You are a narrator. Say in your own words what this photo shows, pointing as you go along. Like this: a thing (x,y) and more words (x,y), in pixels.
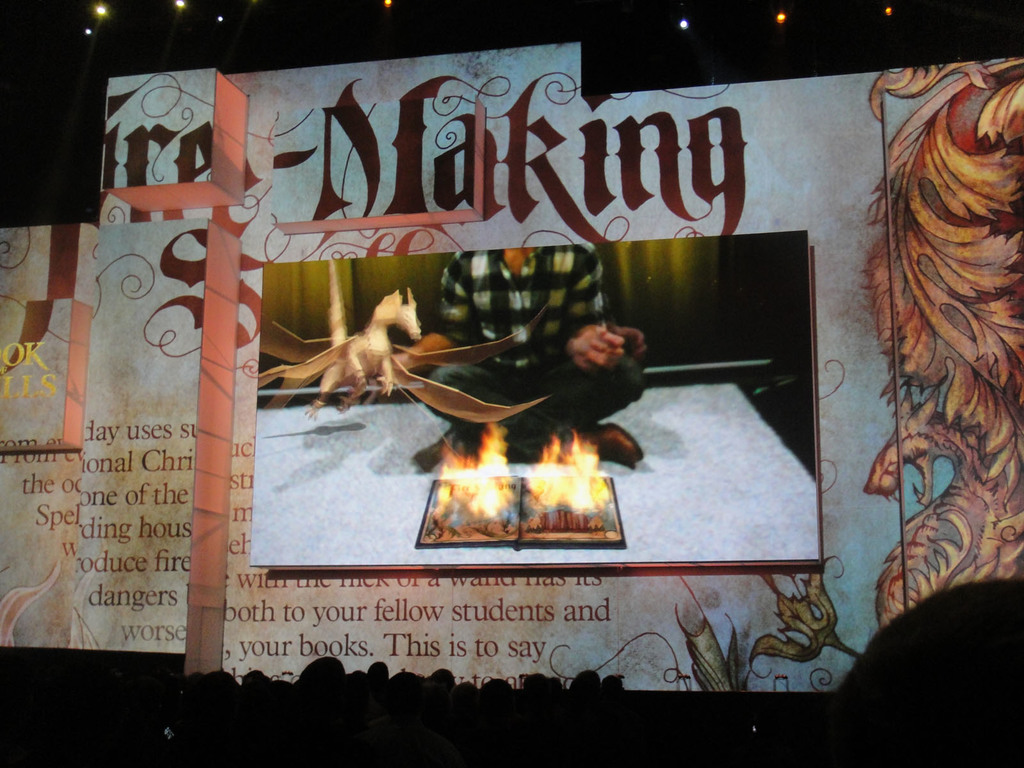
In this picture we can see screen (367,340), in the background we can find few lights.
